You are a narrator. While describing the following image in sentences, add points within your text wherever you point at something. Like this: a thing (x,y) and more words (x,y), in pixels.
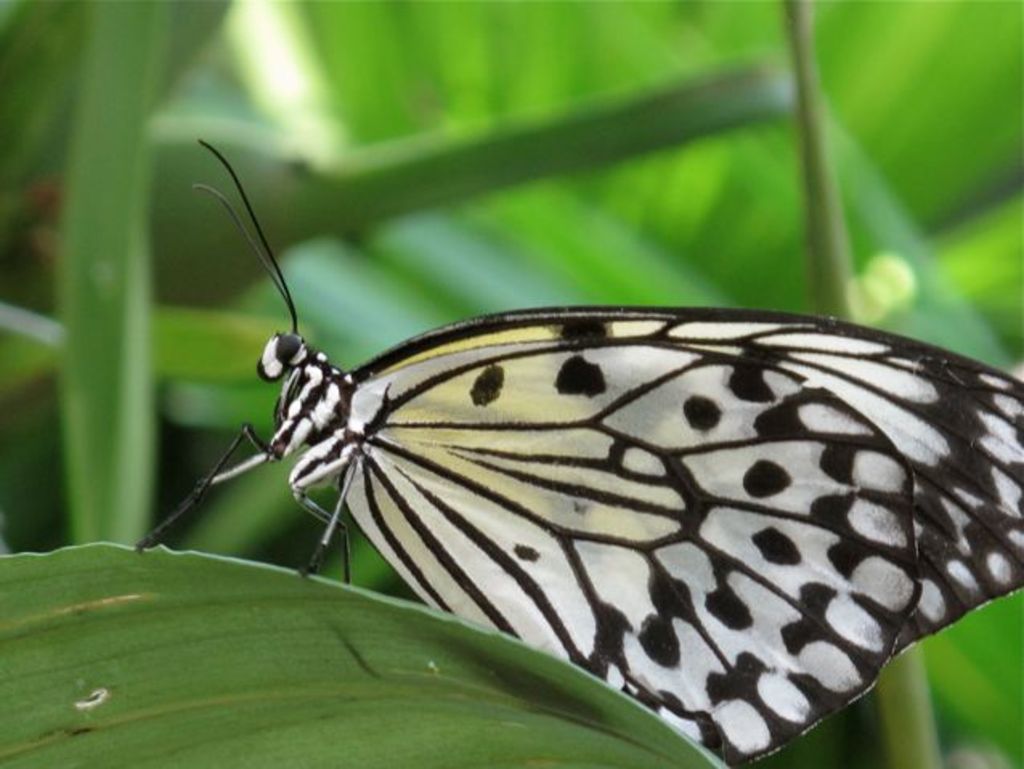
In this picture we can see a butterfly (519,588) on the leaf (444,624) and behind the butterfly (513,441) there is a blurred background (17,173).
